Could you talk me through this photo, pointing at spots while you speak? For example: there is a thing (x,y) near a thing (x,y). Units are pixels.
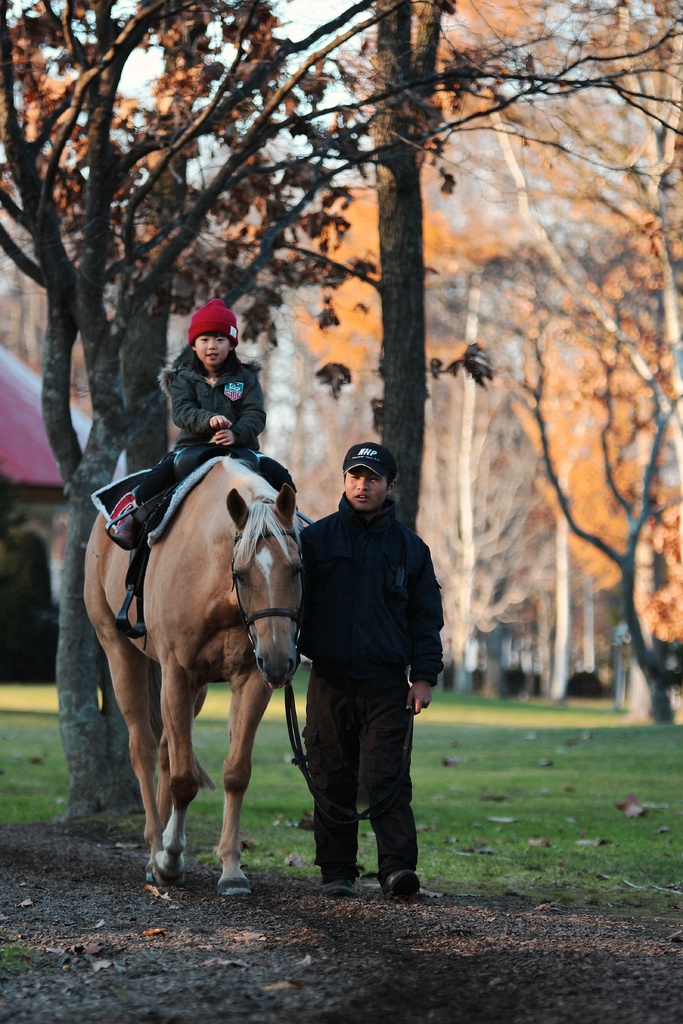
In this picture we can see girl (190,465) sitting on horse (181,598) and man (354,544) holding that horse (174,545) and in background (153,155) we can see trees (294,354).
